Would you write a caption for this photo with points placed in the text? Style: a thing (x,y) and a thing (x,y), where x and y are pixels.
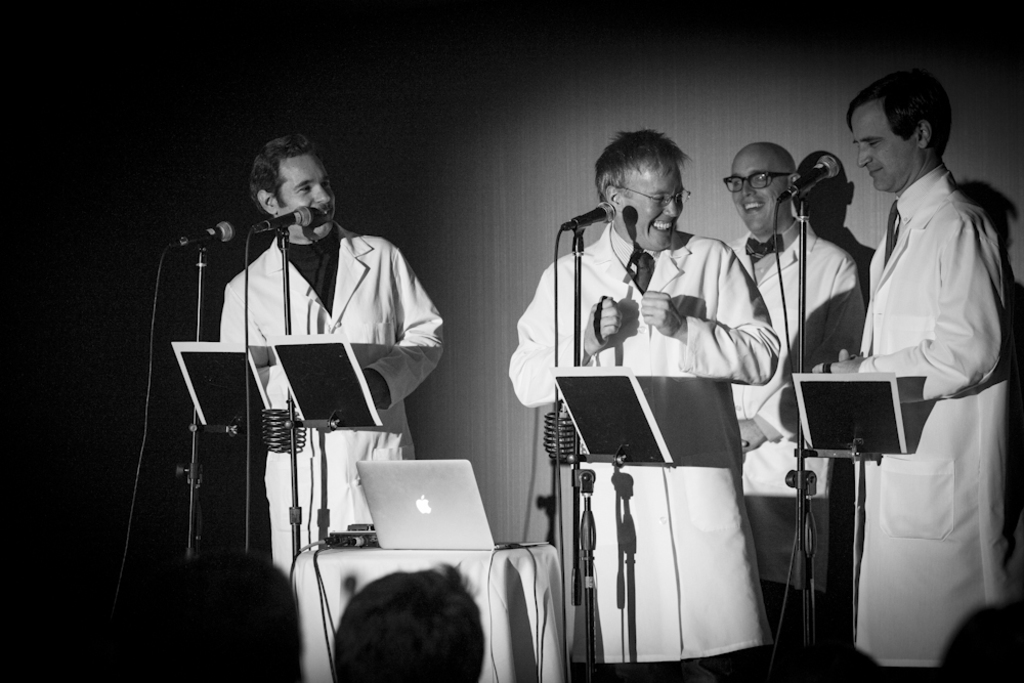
This is a black and white image. In this image we can see persons (733,279) standing on the floor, laptop (444,527), device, side table (522,571) covered with cloth (478,559) and mics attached to the mic stands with cables (781,292).
